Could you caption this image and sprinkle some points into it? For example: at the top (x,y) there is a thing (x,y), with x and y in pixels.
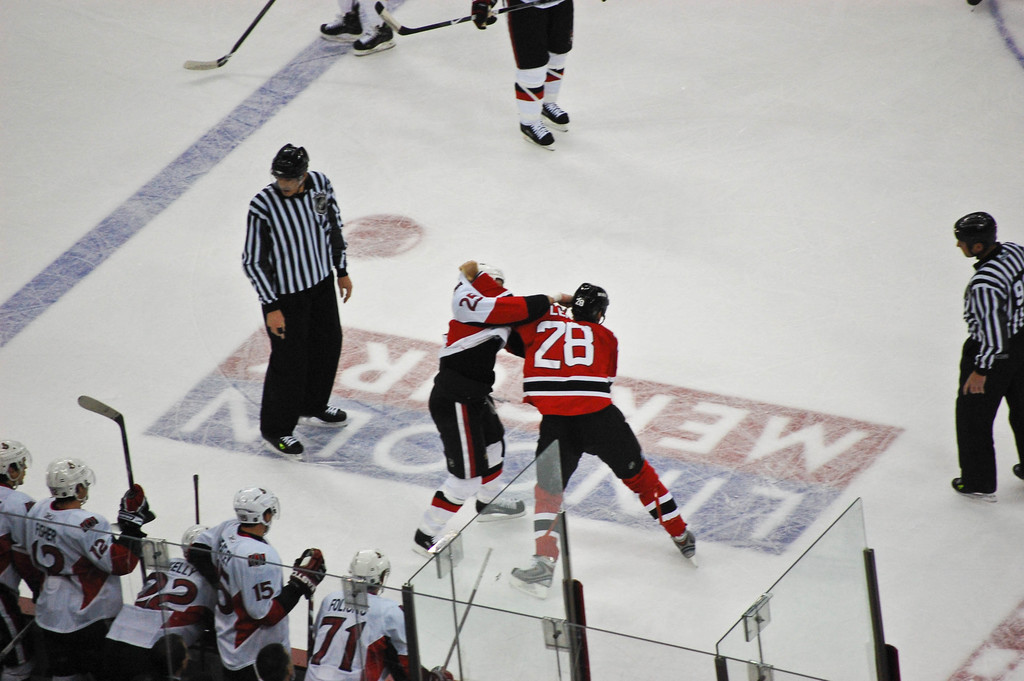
Here two persons (551,387) are fighting, here other people (960,456) are standing, here there is glass (538,545), this is bat (460,19).
